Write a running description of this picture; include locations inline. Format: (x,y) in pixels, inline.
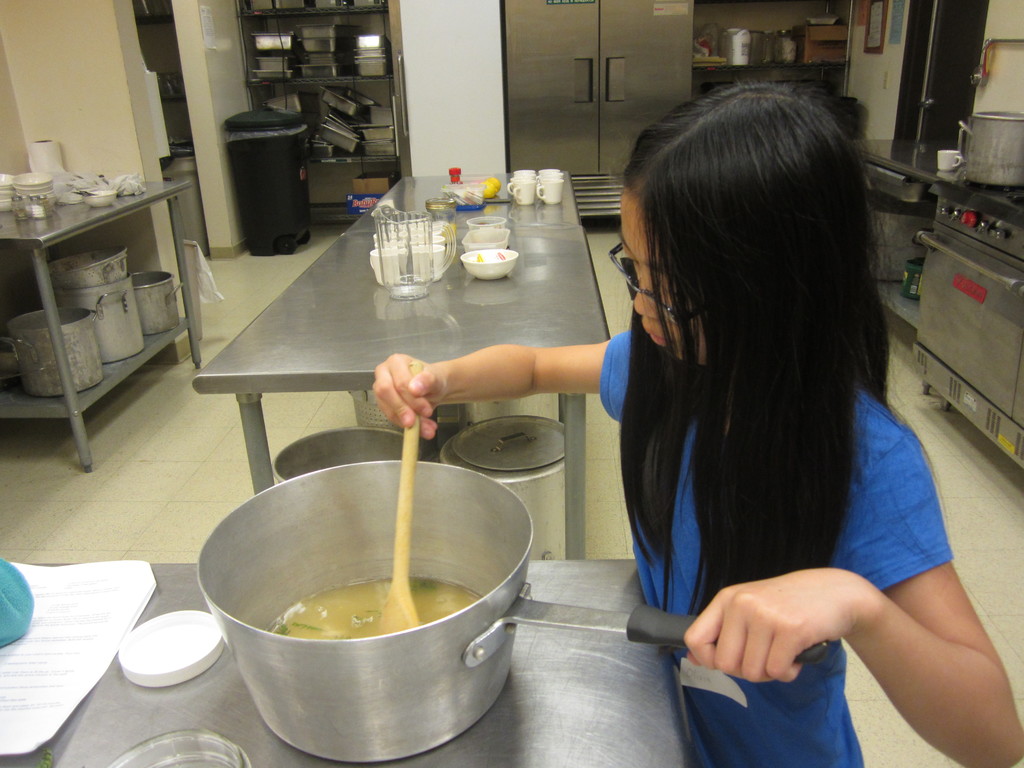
This picture is taken in the kitchen (760,562). In this image, on the right side (748,566), we can see a girl (880,405) standing in front of the table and holding pan (694,619) on one hand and stick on the other hand (426,425). On the table (569,720), we can also see hand (7,566) of a person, paper (73,661). On the left side of the table (99,703), we can see a bowl (217,765) and a cap (186,662). On the right side (1002,280), we can also see another table (924,167), on that table (974,231), we can see a jar (993,118) and a cup (943,160). On the left side (180,246), we can see another table (148,200), on that table (120,200), we can see some bowls (108,204), cups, tissues (129,178), under the table (140,358), we can see some jars (120,352). In the background (515,331), we can also see a table (544,322), on that table (560,320), we can see some jars (422,228), cups (559,196), bowl (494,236). In the background (360,174), we can also see a dustbin (293,128), a shelf (345,156) with some metal instrument (379,45), refrigerator (568,33), we can also see another shelf (735,71) with some metal instrument (769,51) and a wall (992,105) with some photo frames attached to it. At the bottom (135,518), we can see a floor (139,538).
